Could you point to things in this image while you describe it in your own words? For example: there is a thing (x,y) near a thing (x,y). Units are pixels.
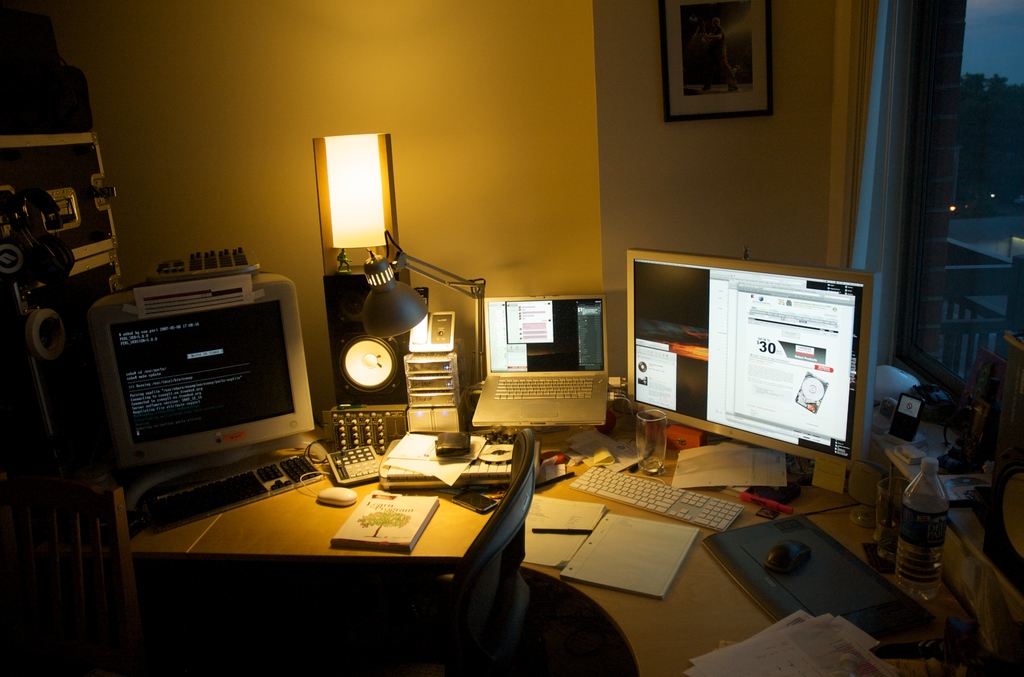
In this picture we can see a table (731,581), there are monitors (749,343), keyboards (605,483), mouses (793,548), a laptop (505,384), books (562,545), a speaker (380,363), a light (411,306), a bottle (904,542), papers (754,459), a glass (896,531) and other things (458,445) on this table (414,493), in the background (500,272) there is a wall (478,158), we can see a photo frame (681,52) and a glass (999,128) on the right side (999,114), from the glass (943,151) we can see a tree (998,142).
